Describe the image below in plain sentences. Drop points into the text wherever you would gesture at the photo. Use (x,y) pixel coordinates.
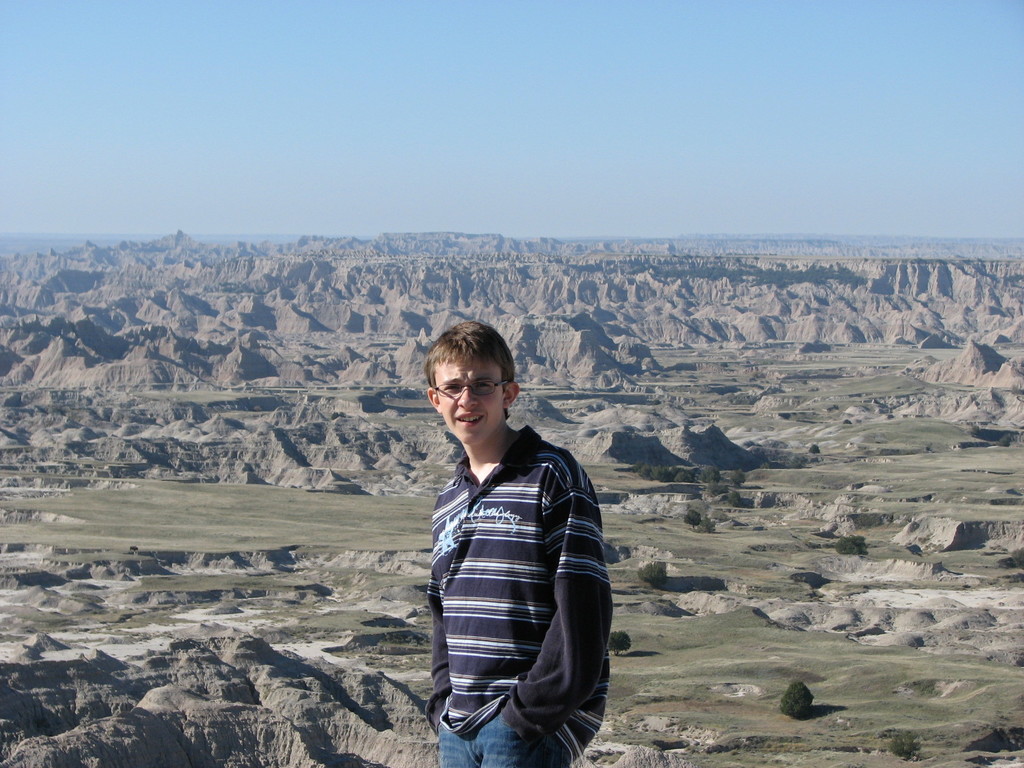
In this image, we can see a boy (575,478) standing and he is wearing specs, in the background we can see some plants (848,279) and at the top (586,92) we can see the blue sky (512,41).
